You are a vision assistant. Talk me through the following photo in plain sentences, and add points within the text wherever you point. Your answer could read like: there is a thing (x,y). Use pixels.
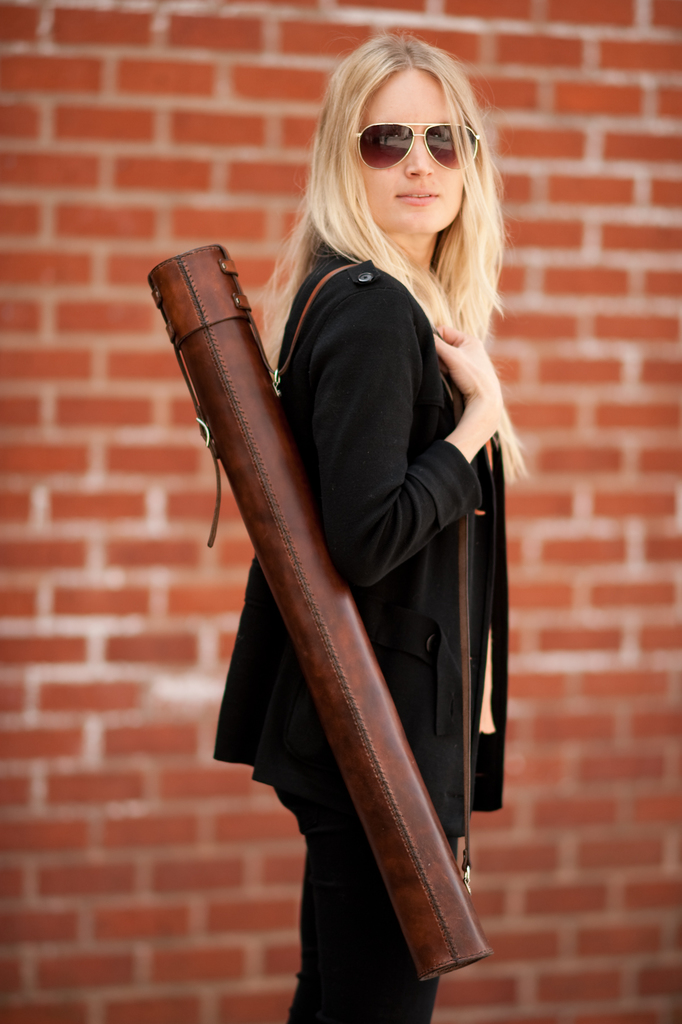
In this image we can see a woman (369,492) standing and wearing a bag (381,800).
